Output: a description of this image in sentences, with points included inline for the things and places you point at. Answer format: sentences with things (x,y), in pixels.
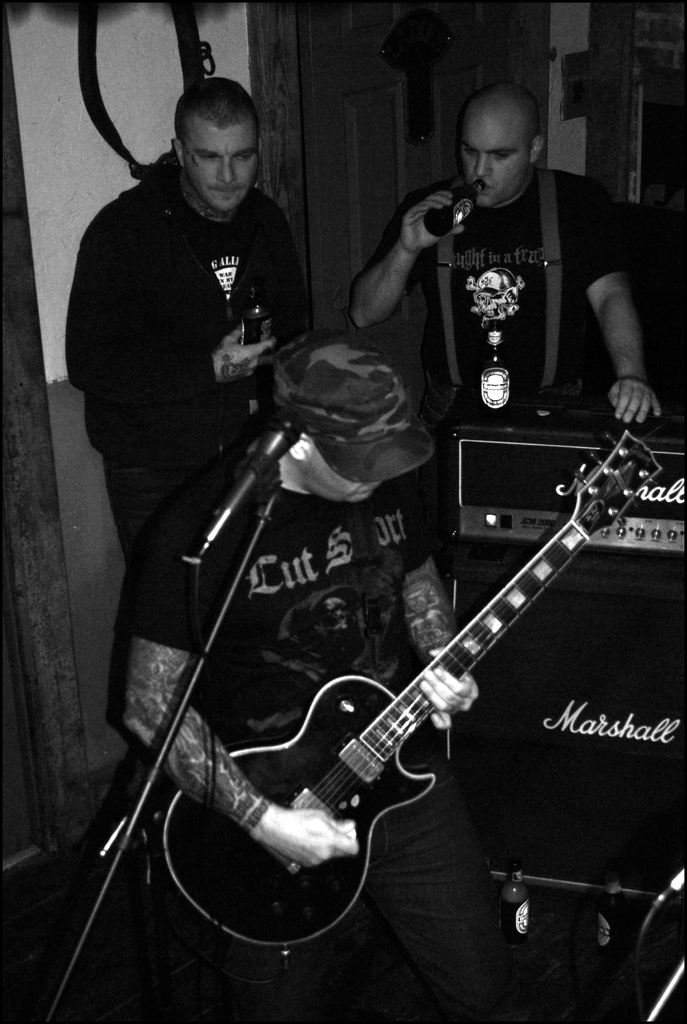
In this image, we can see a man (298,652) is playing a guitar (335,775) in-front of microphone (246,502). We can see stand (217,624), wire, here boxes (565,724), bottles (515,910). The back side, 2 peoples (433,280) are holding a bottles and there is a door (372,164), some belt (184,41).
